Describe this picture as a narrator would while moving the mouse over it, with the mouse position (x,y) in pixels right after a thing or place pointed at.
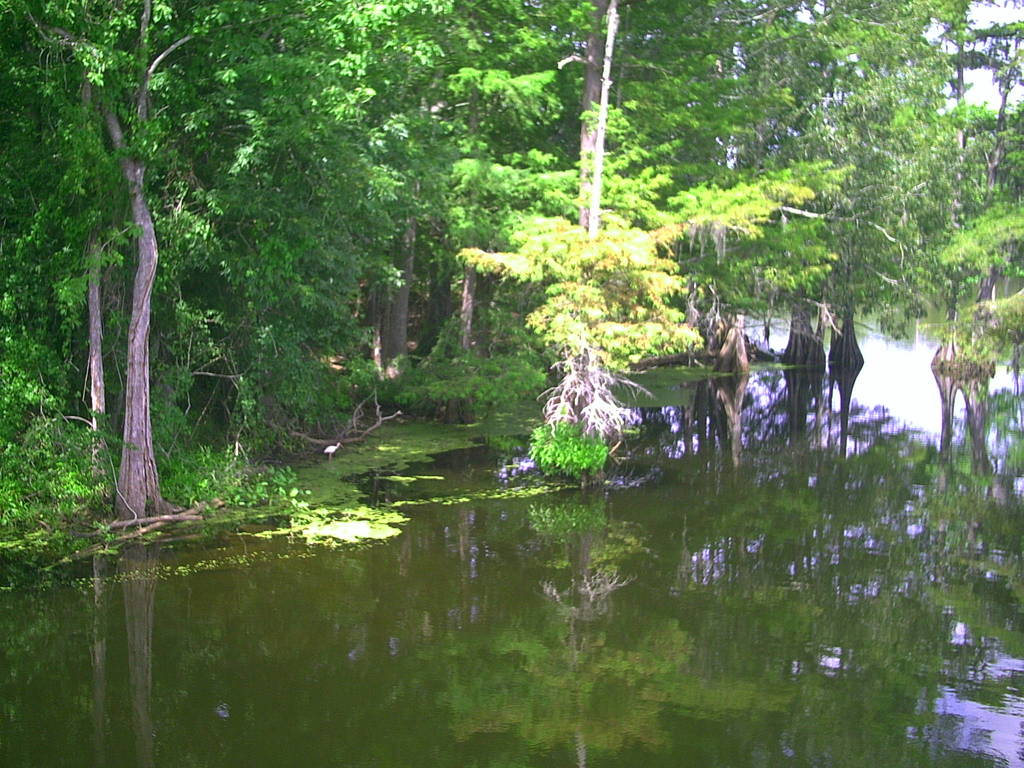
This picture is clicked outside. In the foreground (472,593) we can see a water body (928,554) and there are some objects (933,371) in the water body (912,392). In the background (647,357) we can see the plants (452,370), trees (402,214) and some other objects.
